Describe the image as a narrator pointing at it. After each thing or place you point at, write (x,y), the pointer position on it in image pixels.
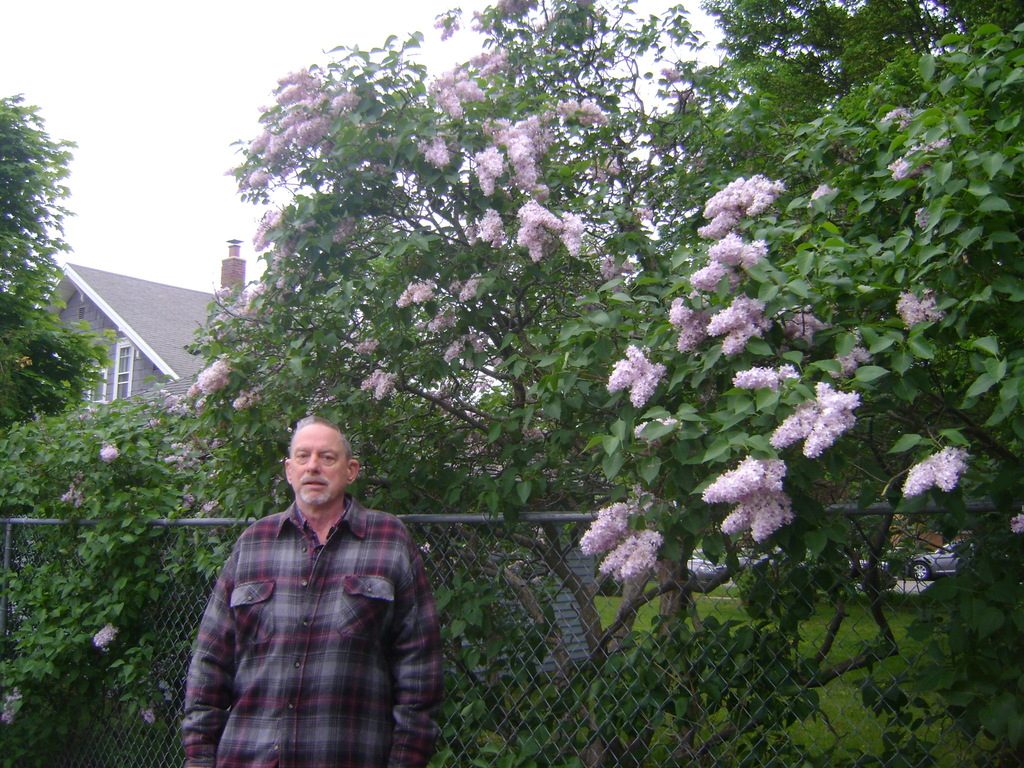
In the foreground of the picture (321,553) there is a person (308,589) standing, behind him there are trees (415,310), flowers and fencing (765,543). In the background (120,321) there are grass (839,638) and house (135,301). Sky (134,100) is cloudy.
